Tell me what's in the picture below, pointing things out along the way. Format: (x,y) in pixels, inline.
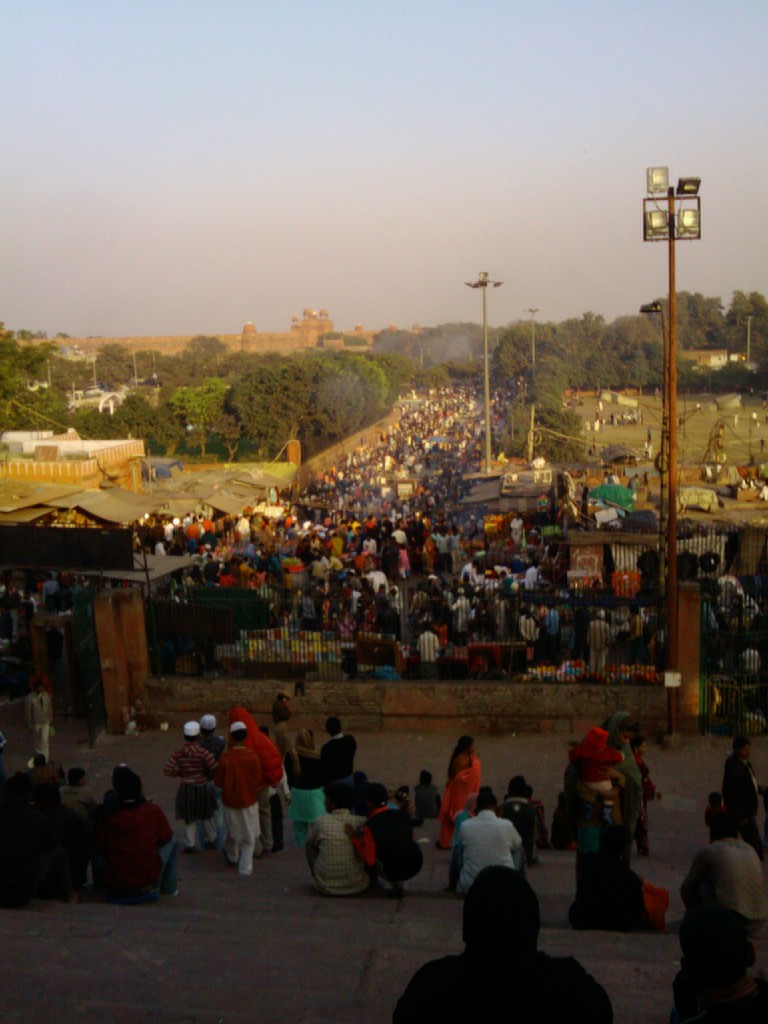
In the image there are people (426,419) walking and standing in the middle (416,444) with trees (540,358) on either side and on the left side (253,345) there is a building (294,334) in the background (301,313) and above its sky (331,173).
